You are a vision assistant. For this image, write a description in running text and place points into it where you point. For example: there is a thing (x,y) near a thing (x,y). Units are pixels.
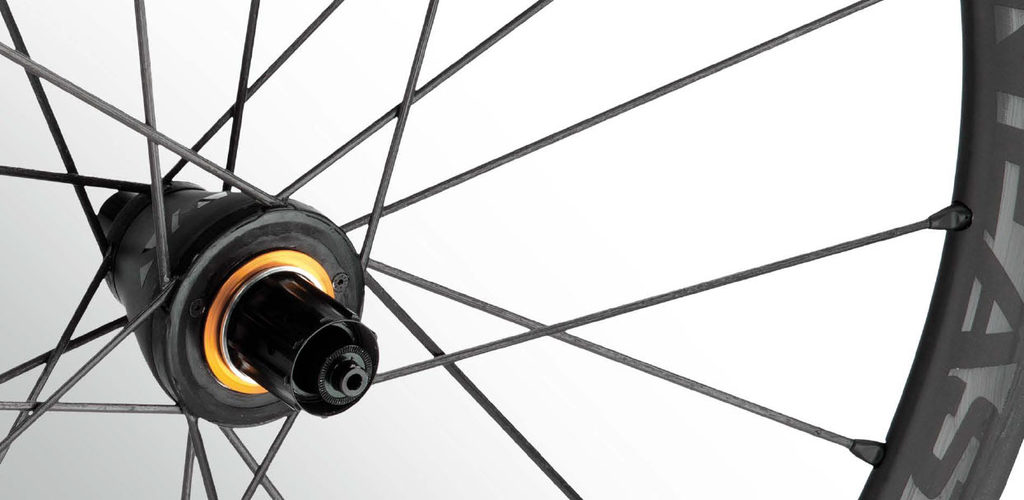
In the image there is a wheel (938,282) with thin rods (576,338). And there is a white background (86,357).
